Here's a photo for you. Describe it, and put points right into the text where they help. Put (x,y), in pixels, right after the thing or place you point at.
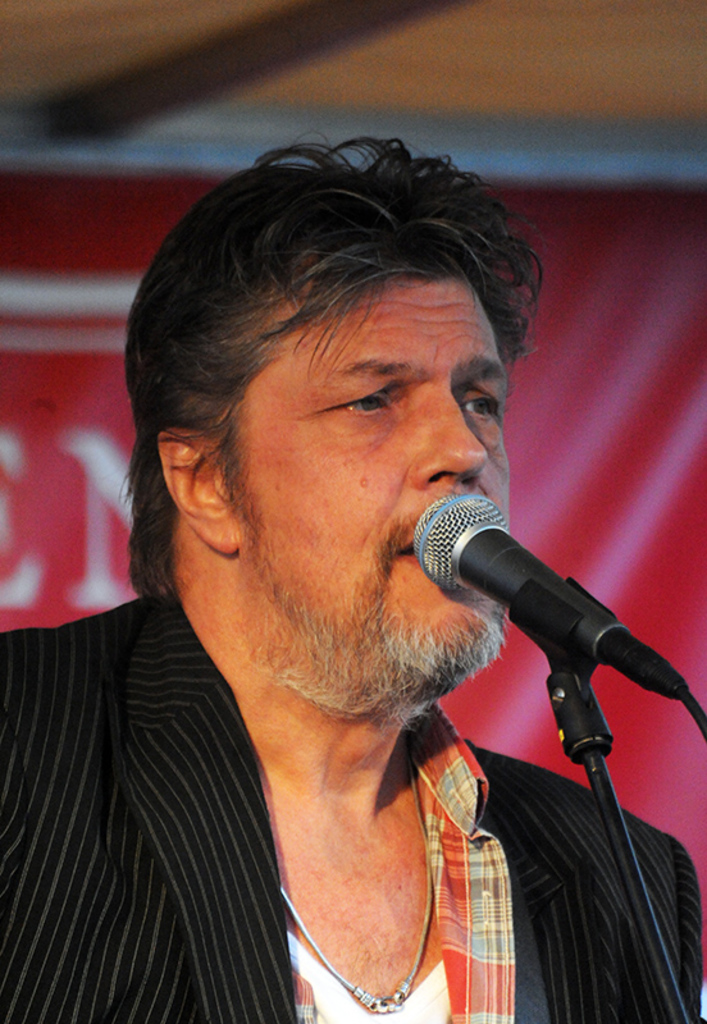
In this image, we can see a person (173,899). We can also see a microphone (576,600). In the background (607,191), we can see a poster (683,493) with some text (95,473). We can also see the roof (550,111).
